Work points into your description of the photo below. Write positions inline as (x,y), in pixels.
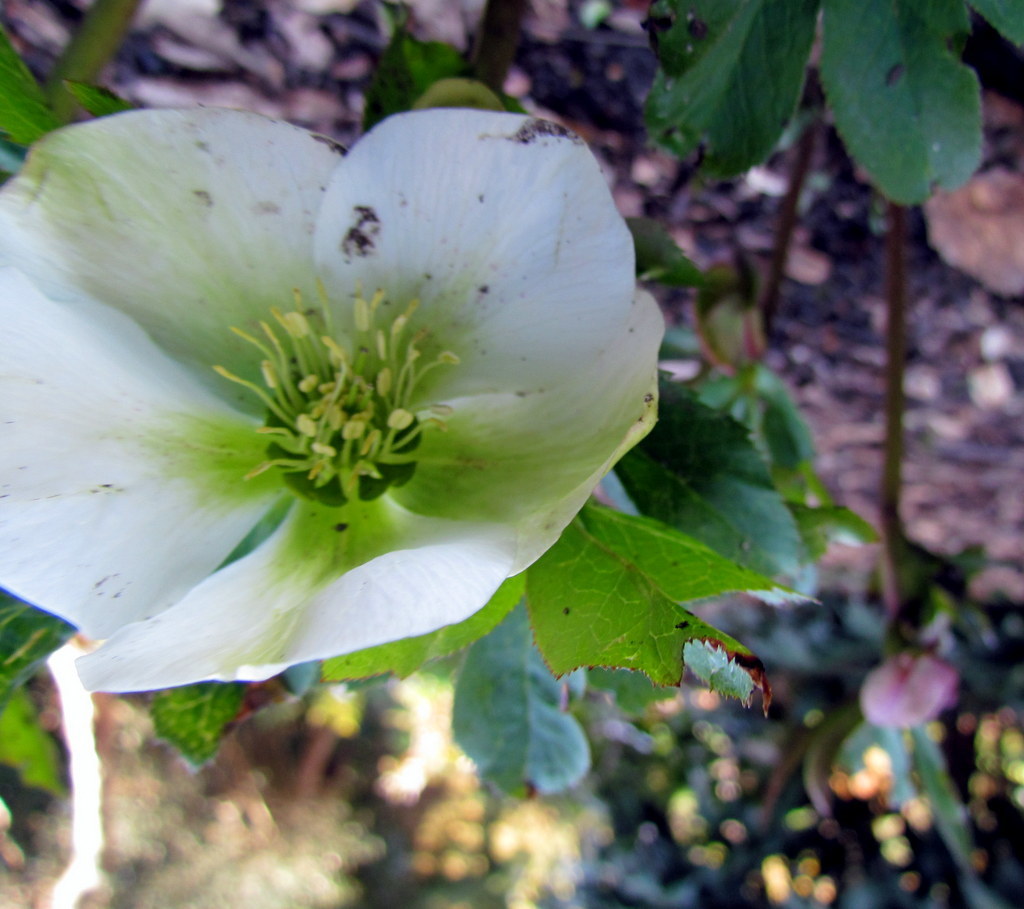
In this image, I can see a flower (478,355) and leaves (727,518). There is a blurred background (407,830).
